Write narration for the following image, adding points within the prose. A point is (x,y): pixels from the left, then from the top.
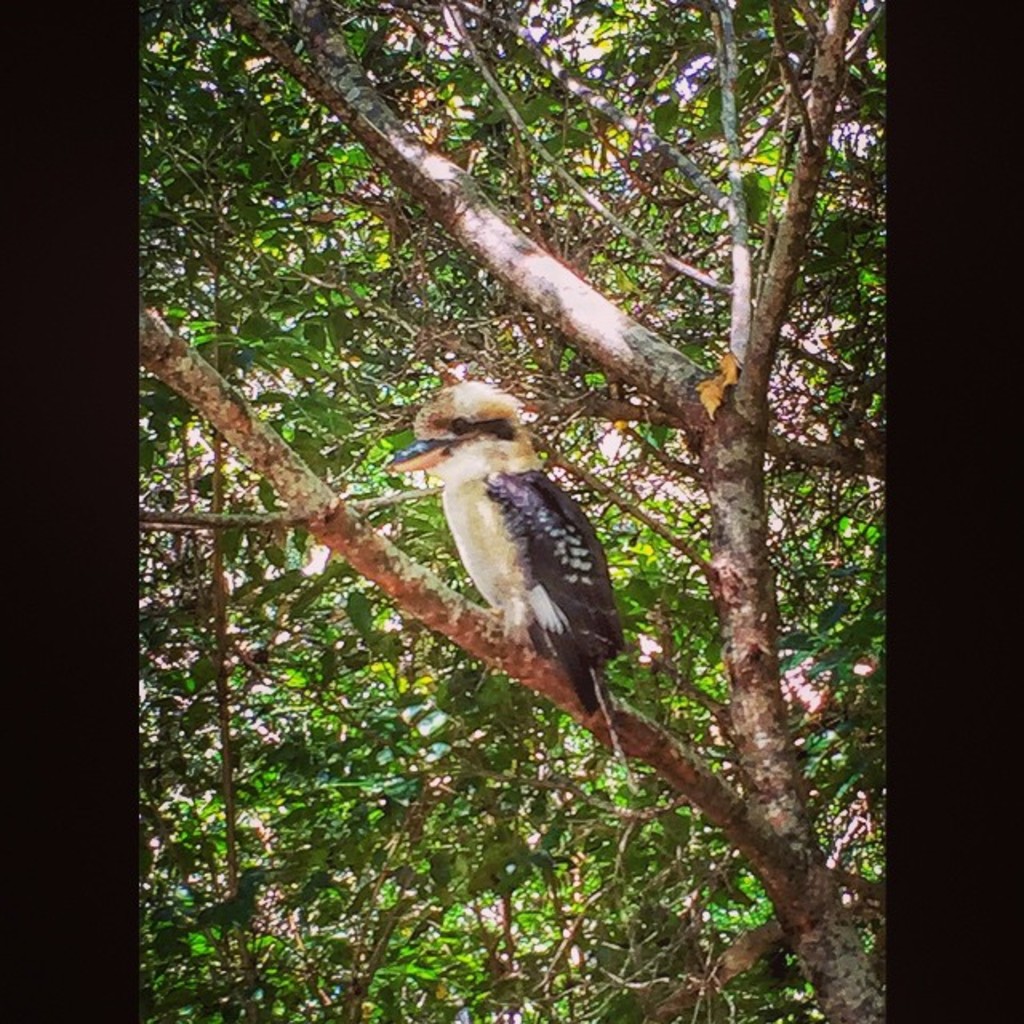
This is an edited picture. In this image there is a bird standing on the tree branch (731,833) and there are trees (674,567). On the left (108,66) and on the right side of the image (948,633) there is a black background (978,398).
